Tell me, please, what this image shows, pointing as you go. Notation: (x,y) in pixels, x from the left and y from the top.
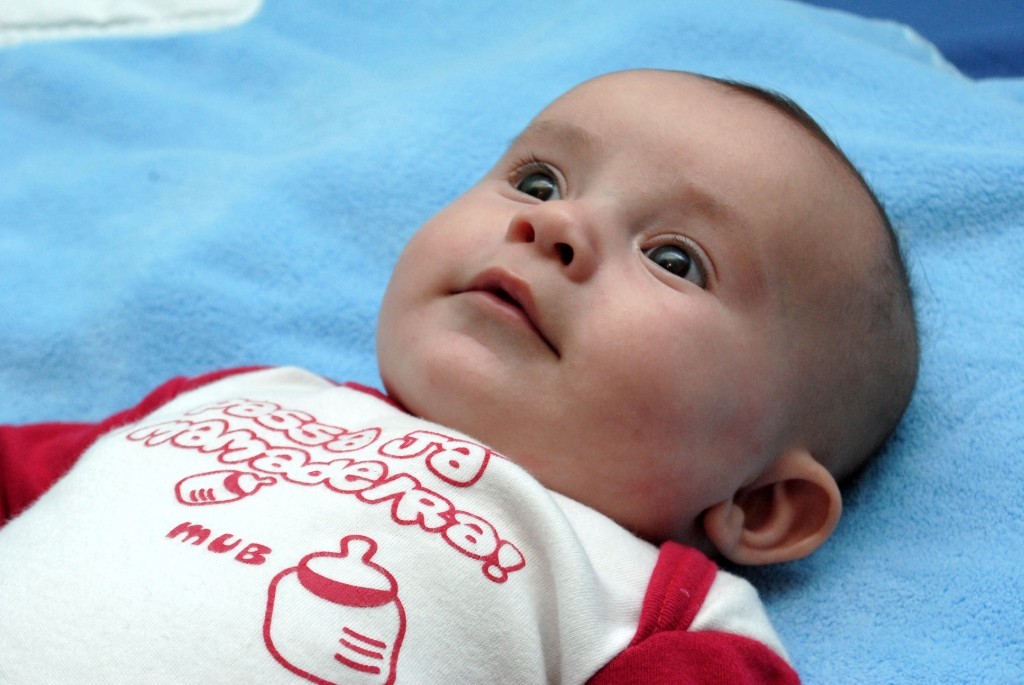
In this image there is a baby (399,314) laying on the bed (435,73).
